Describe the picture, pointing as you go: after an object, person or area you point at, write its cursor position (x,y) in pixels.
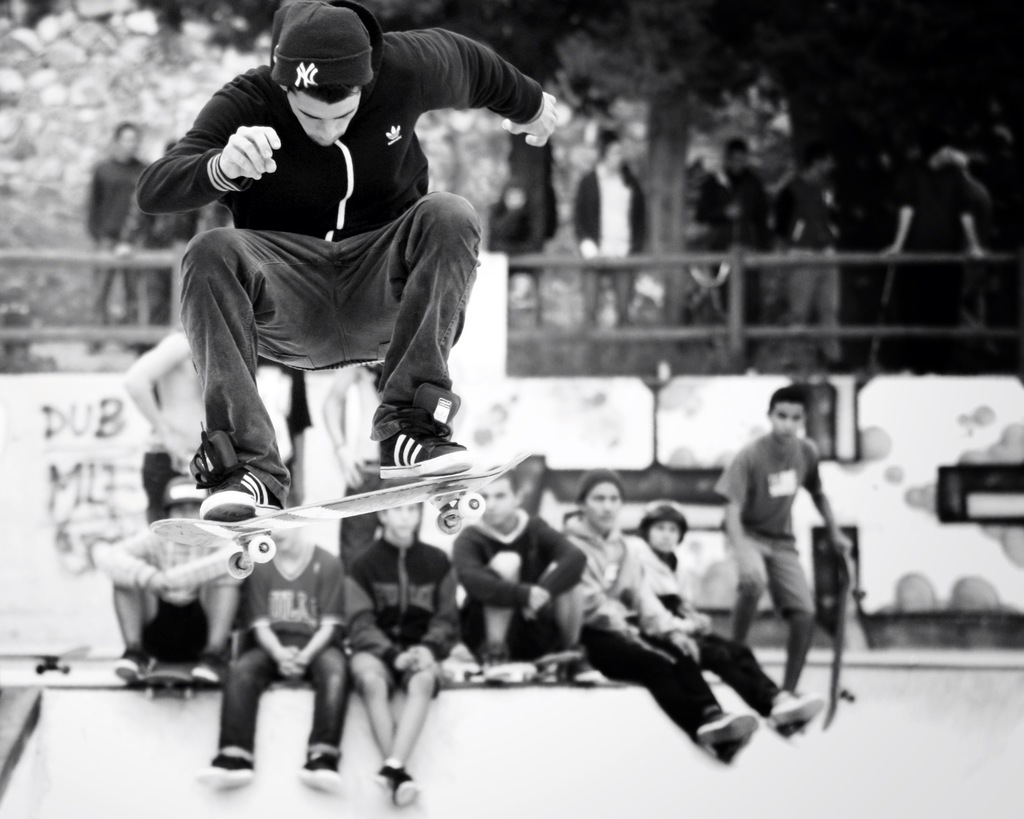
In this image I can see one person (332,240) with the skateboards (338,512). The person (353,181) is in the air. In the background (371,599) I can see few more people (514,568). I can also see the railing (533,330) in the back (618,255). There are few more people (638,225) and the trees (681,287) behind the railing (739,296).
